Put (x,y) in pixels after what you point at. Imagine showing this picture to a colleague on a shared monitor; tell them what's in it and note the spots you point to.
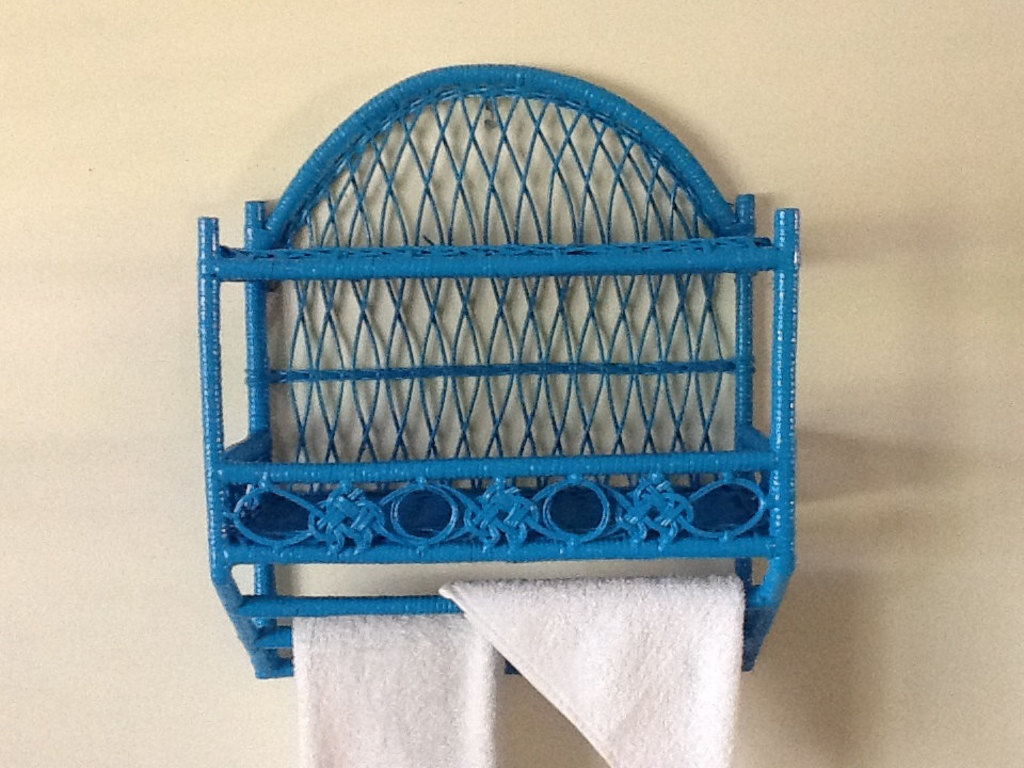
In the picture I can see the wicker shelf (788,211) on the wall (908,379) and I can see two napkins (424,615) on the shelf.
